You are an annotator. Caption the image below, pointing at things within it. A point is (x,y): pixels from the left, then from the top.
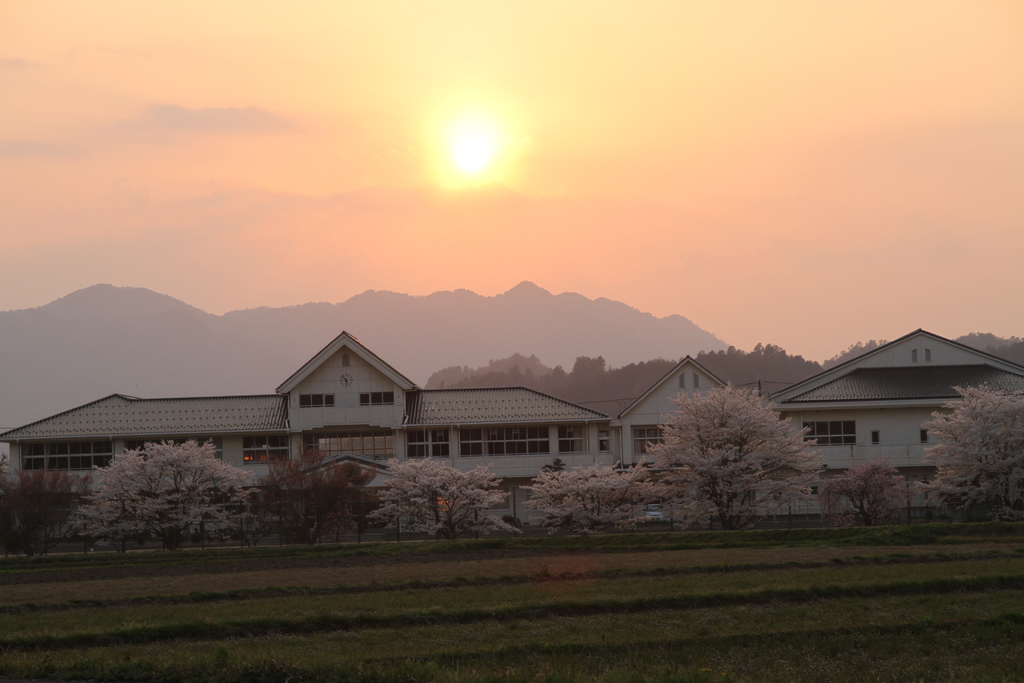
In the image I can see houses (574,416), trees (403,498) and the grass (487,611). In the background (557,317) I can see mountains (464,317), the sky (390,181) and the sun (484,133).
